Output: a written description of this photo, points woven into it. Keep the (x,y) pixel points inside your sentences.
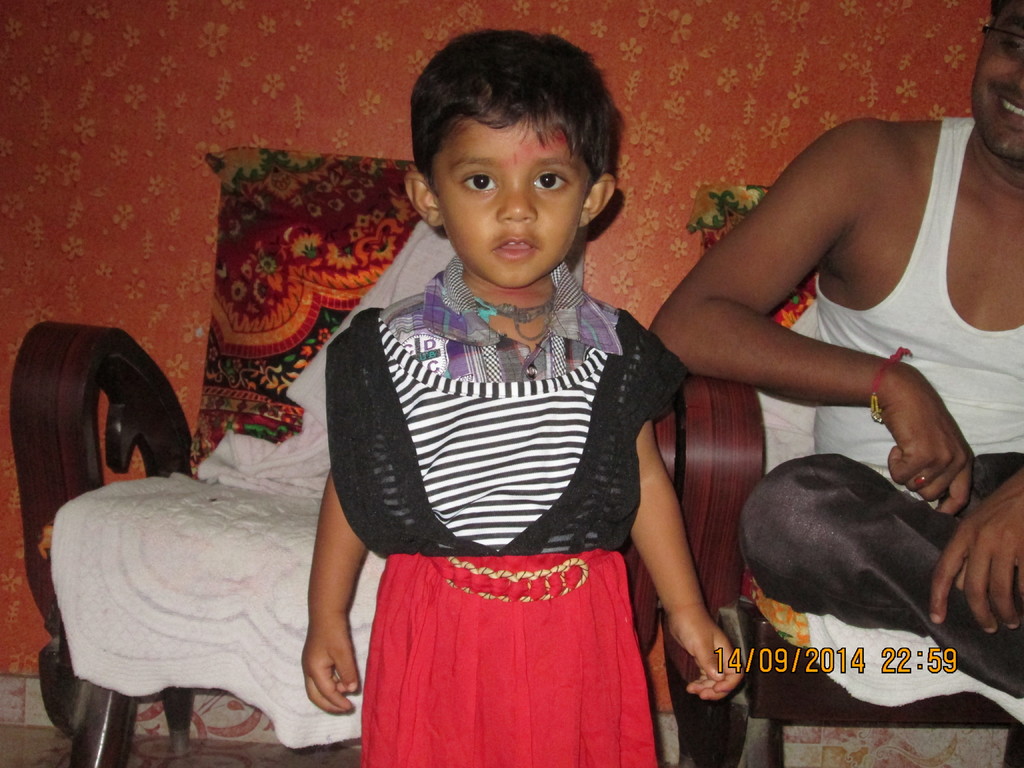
In this image two persons (533,423) are there one is man (752,246) another is girl (502,372) is standing and the man (800,350) is sitting on the chair (757,465) and background (348,150) is orange.
